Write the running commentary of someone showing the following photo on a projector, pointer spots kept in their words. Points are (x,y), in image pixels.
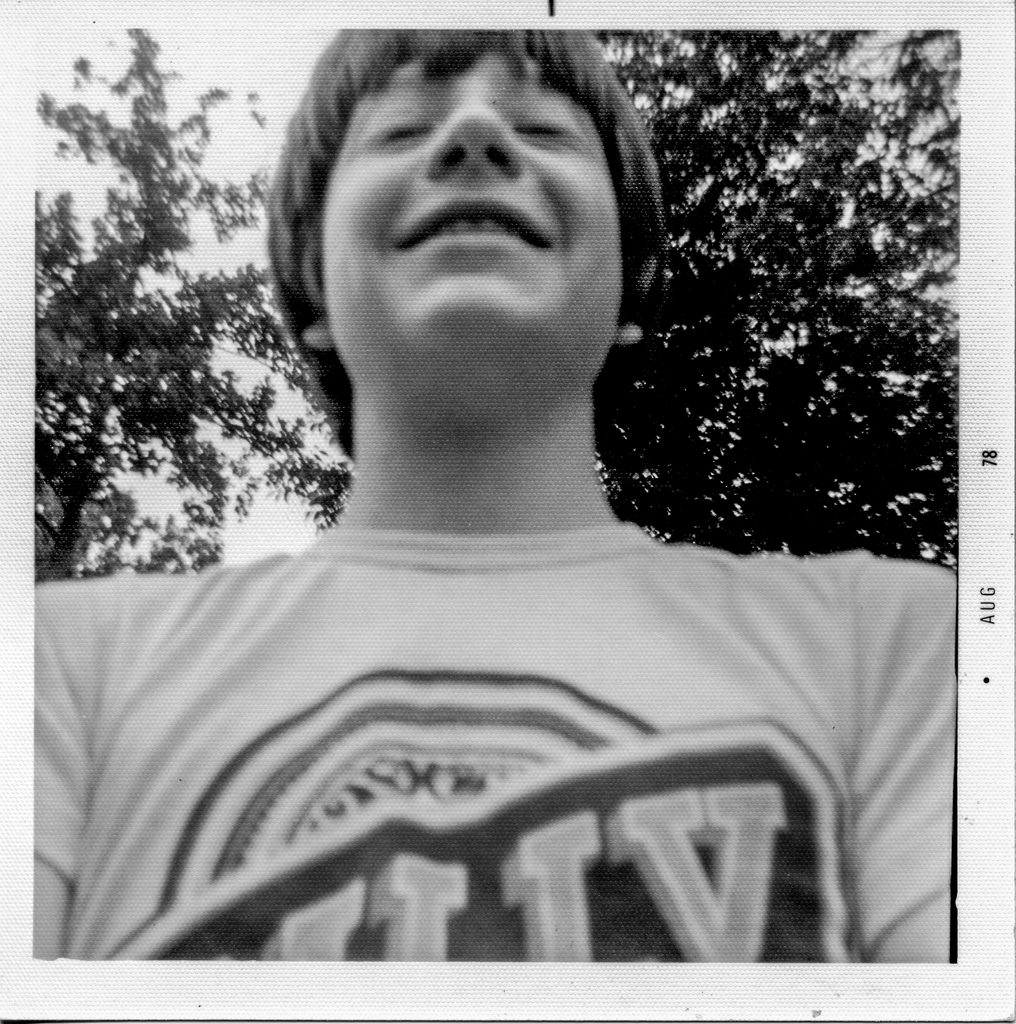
In the picture we can see a boy (632,775) standing and he is with a T-shirt (411,936) and smiling and behind him we can see trees (664,456) and sky (248,131).
